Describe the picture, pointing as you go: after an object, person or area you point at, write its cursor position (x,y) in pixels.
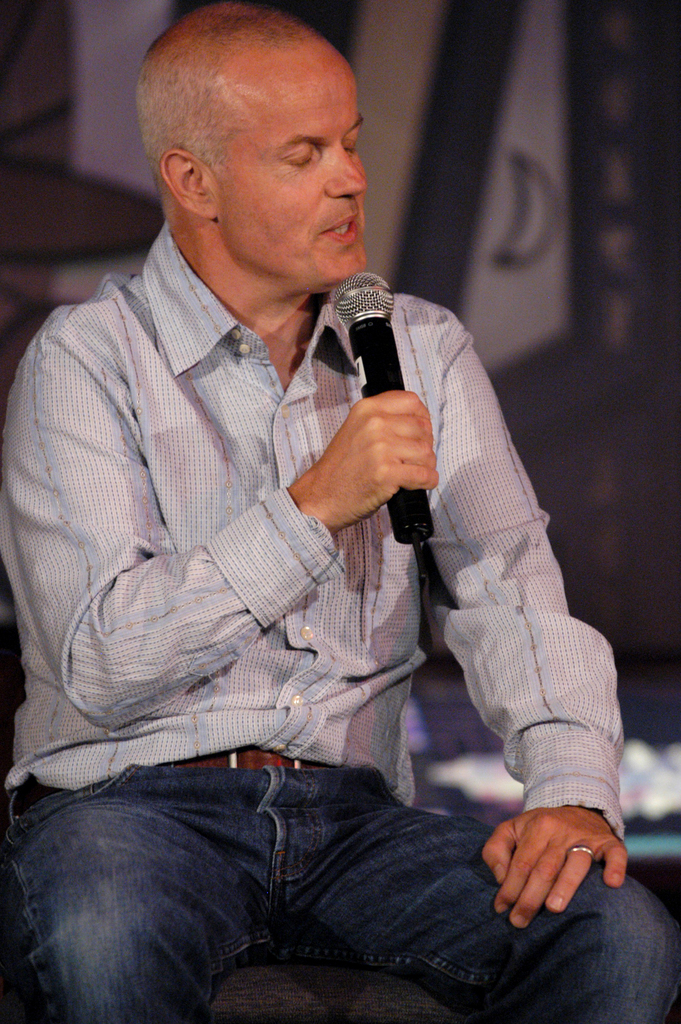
In the image there is a man (318,809) sat holding a mic (388,375) and talking on it.
